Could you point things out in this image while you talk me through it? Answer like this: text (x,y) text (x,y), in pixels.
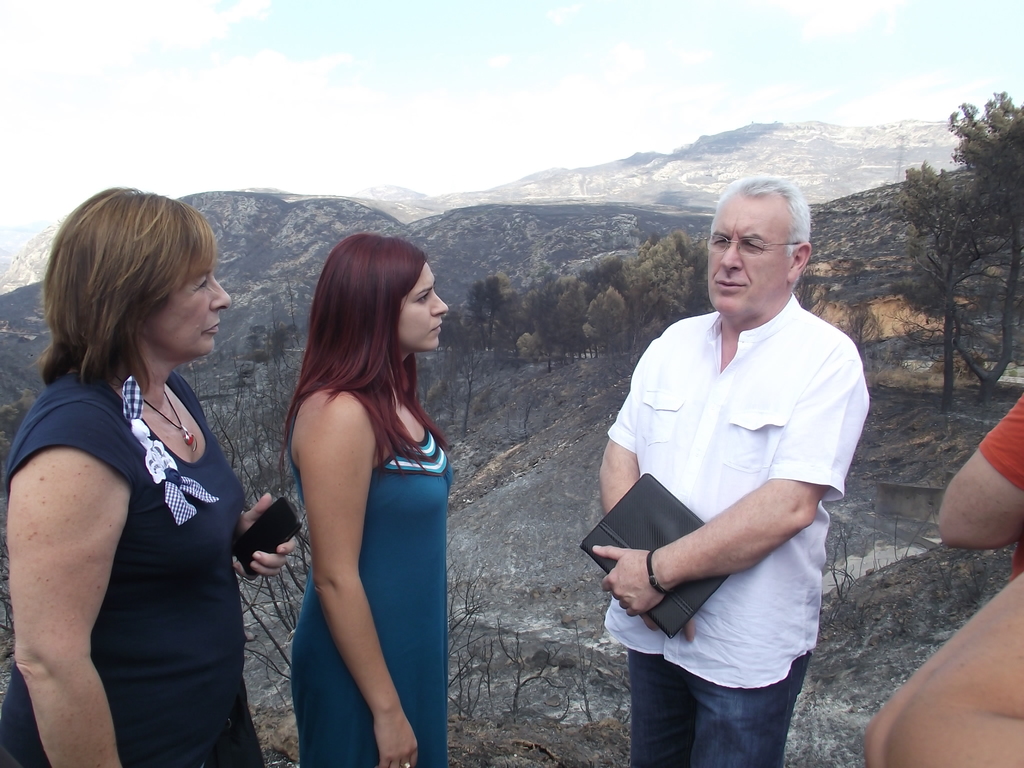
In this image I see a man (648,369) who is wearing white shirt (699,659) and blue jeans (654,689) and is holding a black thing (662,605) in his hand (622,603) and I see that there are 2 women (355,416) who are wearing blue dress (176,535) and I see that this woman (203,464) is holding a phone (250,535) in her hand (279,543) and I see 2 persons (979,737) over here. In the background (908,415) I see the rocks (480,487), trees (498,334), mountains (565,270) and the sky (426,49).
